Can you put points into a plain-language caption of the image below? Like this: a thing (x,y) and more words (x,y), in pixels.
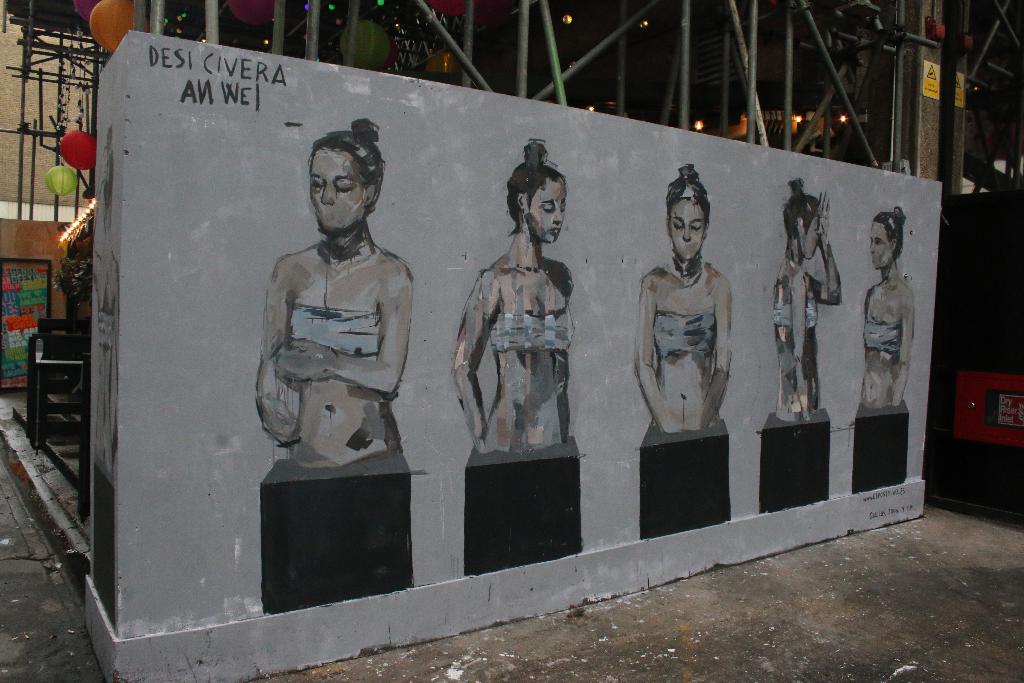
In this picture we can see paintings (367,267) of a few women (497,440) and a text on the wall (189,376). There are a few lights (87,214), road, sign boards (959,93) and colorful objects (115,3) in the background (18,307).
